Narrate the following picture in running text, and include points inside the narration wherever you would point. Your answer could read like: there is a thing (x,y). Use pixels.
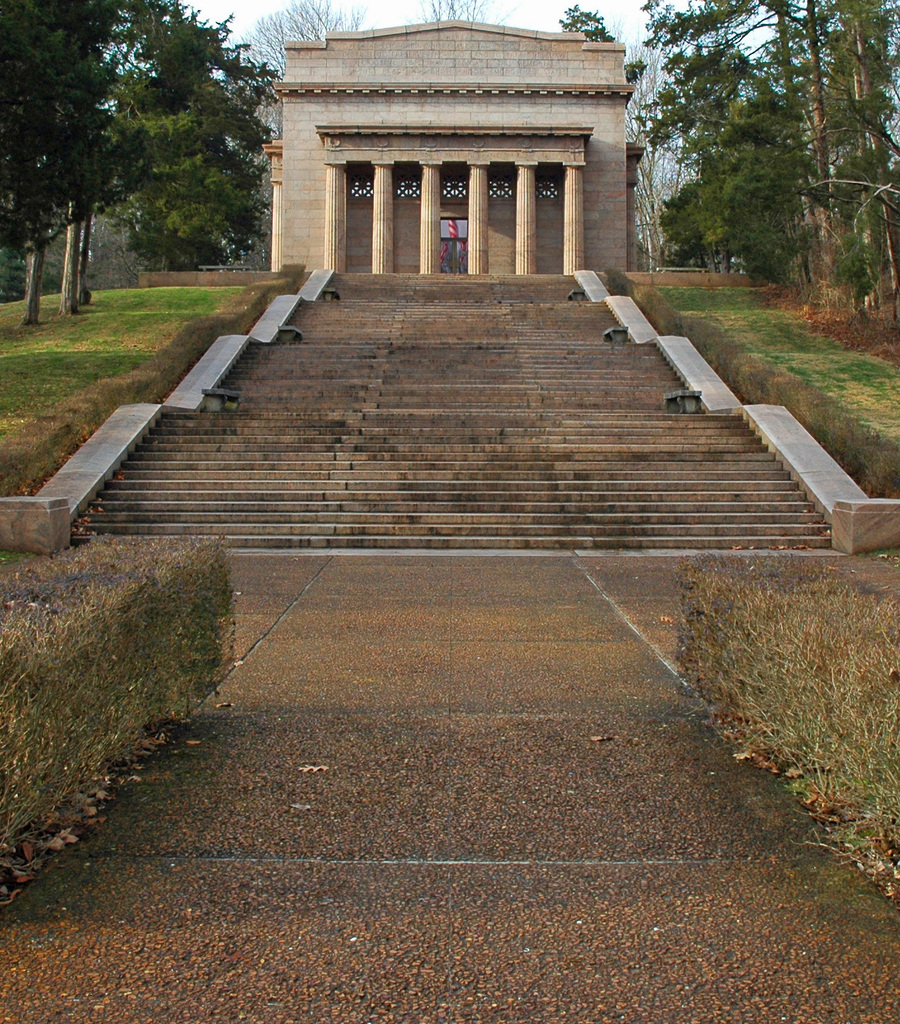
In this picture, at the top right hand corner (766,125) there are trees (891,137). At the left hand corner (11,57) there are also trees (204,88) and the middle it is the building (395,207).
